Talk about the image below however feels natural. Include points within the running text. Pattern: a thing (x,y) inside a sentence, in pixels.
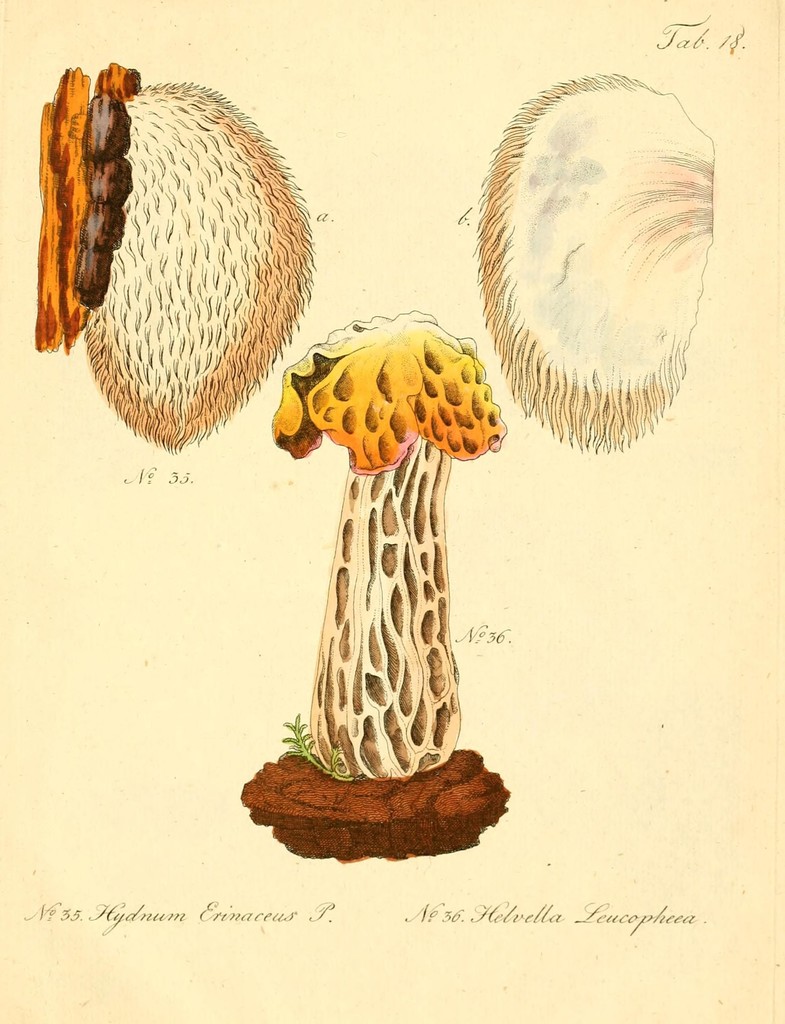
It is a poster. In this image there is a depiction of a mushroom (388,624) and there are some objects (500,227). There is some text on this image.
